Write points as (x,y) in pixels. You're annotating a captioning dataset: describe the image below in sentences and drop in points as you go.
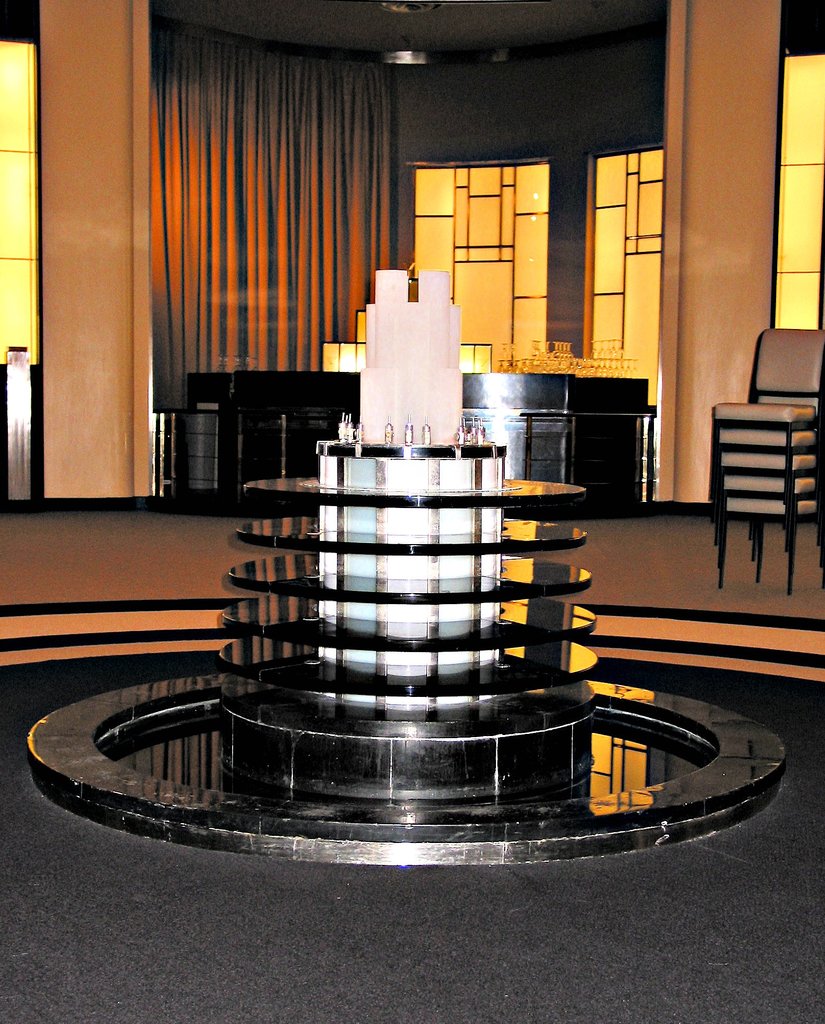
In this image in the front (370,611) there is a fountain (449,661). In the background (249,287) there is a curtain (296,230) and there are chairs (800,453) and there is a table (502,389).
